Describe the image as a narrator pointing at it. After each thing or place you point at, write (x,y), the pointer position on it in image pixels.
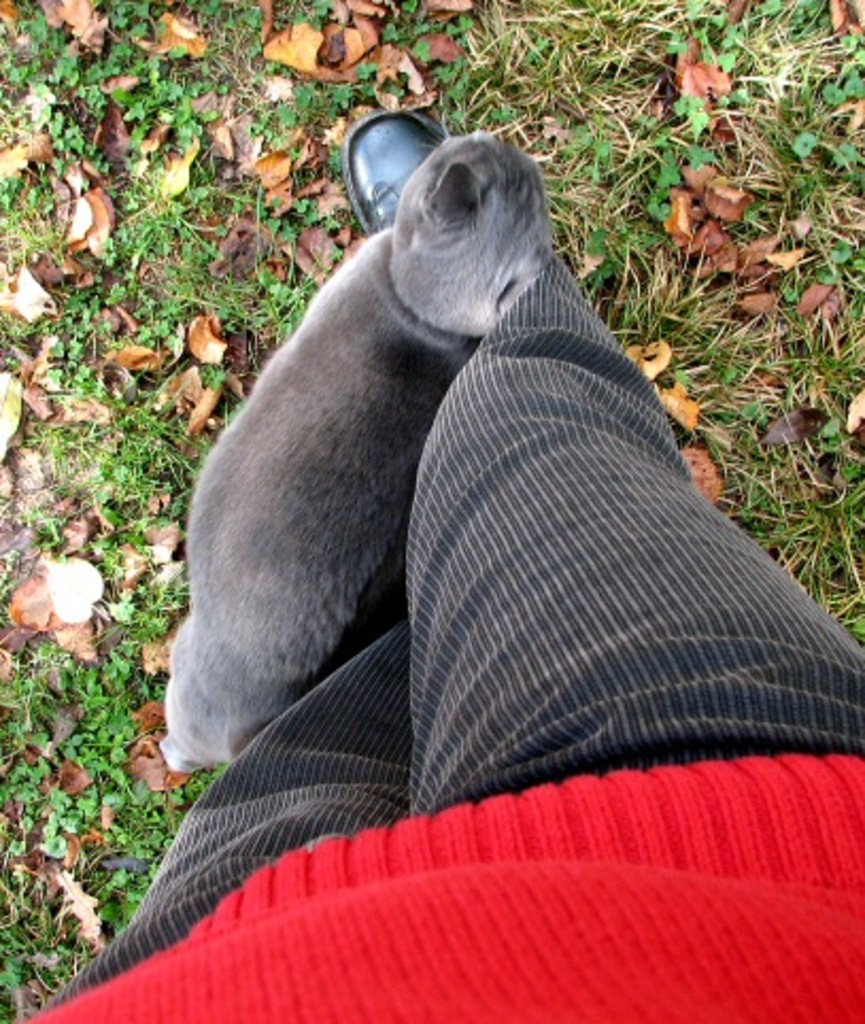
In this image I can see a shoe (405,141), a leg (522,450) of a person (504,661) and a red top (527,921). I can see a animal (306,326) near the person's leg (502,494).
